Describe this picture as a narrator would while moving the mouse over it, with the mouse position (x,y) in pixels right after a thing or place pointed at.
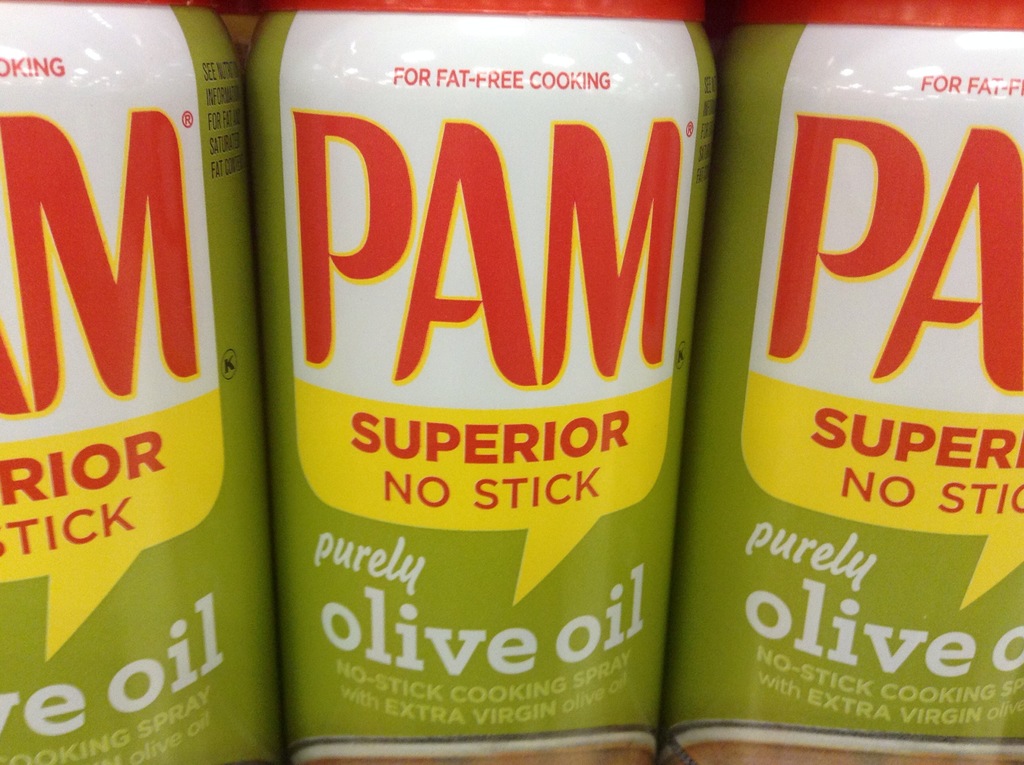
In this image we can see there are bottles (352,419) and text (419,309) written on it.
